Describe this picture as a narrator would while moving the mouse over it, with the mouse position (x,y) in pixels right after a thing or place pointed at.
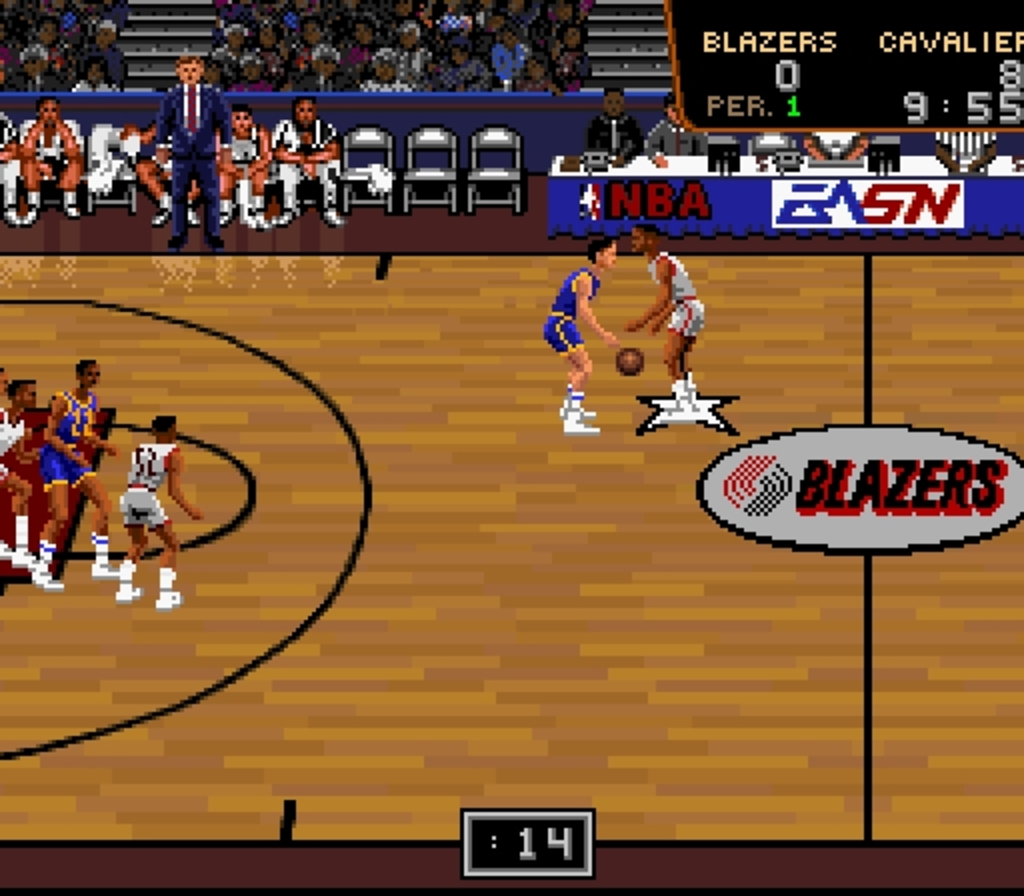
As we can see in the image there is drawing (7,424) of few people (105,38) here and there, chairs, ball (636,355) and table (762,187).
